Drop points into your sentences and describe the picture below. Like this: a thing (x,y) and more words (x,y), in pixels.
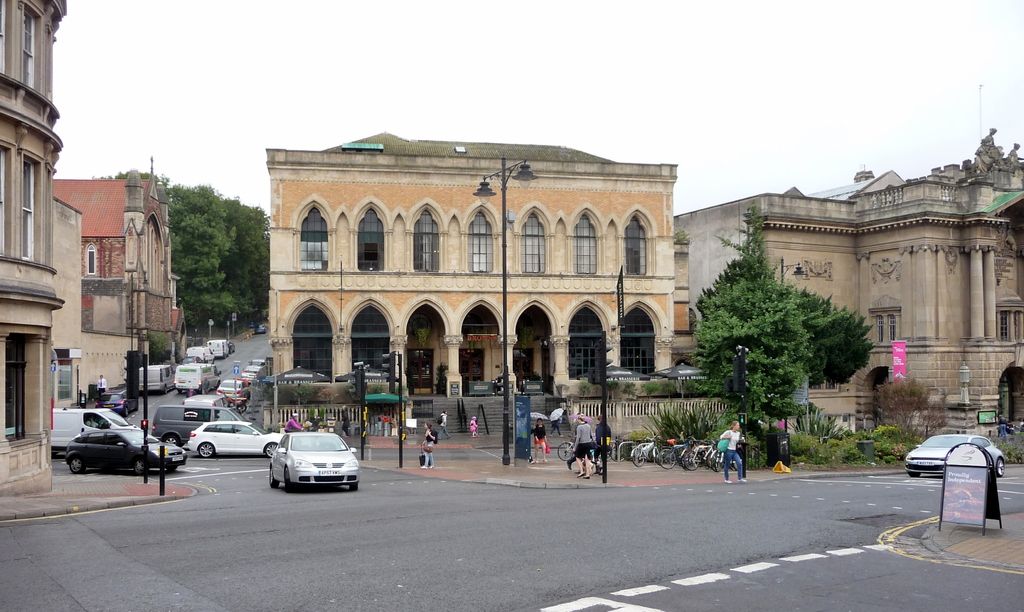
In this picture we can see few poles (603,423), buildings (420,274), vehicles (246,382) and group of people (590,455), in the background (195,314) we can see few trees (744,276), tents (696,377), hoardings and bicycles (652,447).
